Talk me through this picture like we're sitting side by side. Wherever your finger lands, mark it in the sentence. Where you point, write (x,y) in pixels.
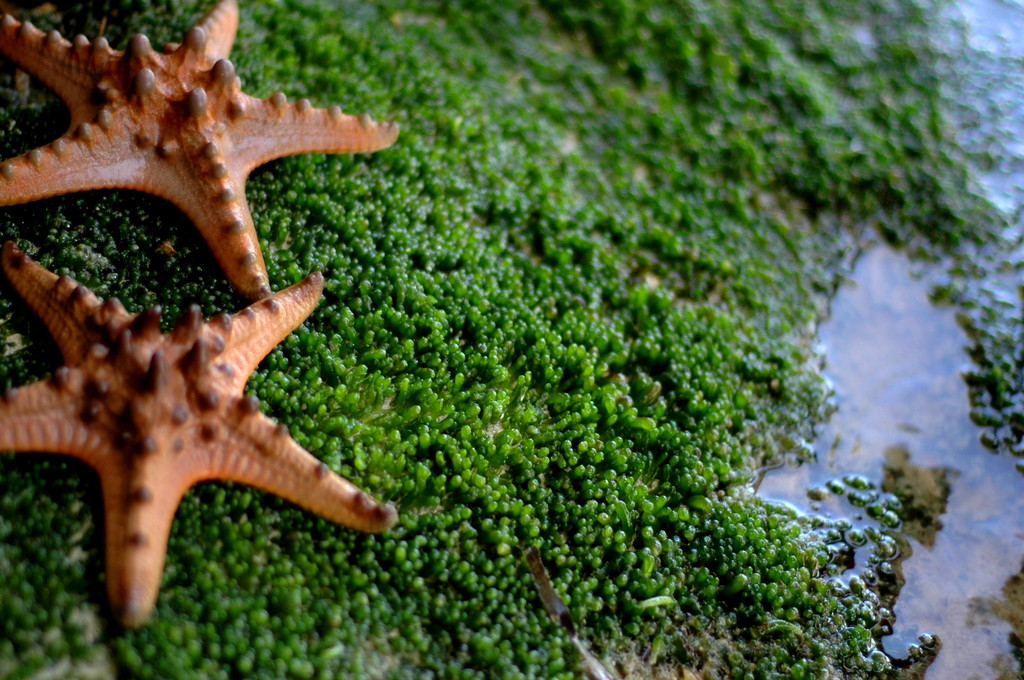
In the picture I can see two starfishes (153,440) on a green color object (459,257) and there is water (850,351) in the right corner (903,562).
